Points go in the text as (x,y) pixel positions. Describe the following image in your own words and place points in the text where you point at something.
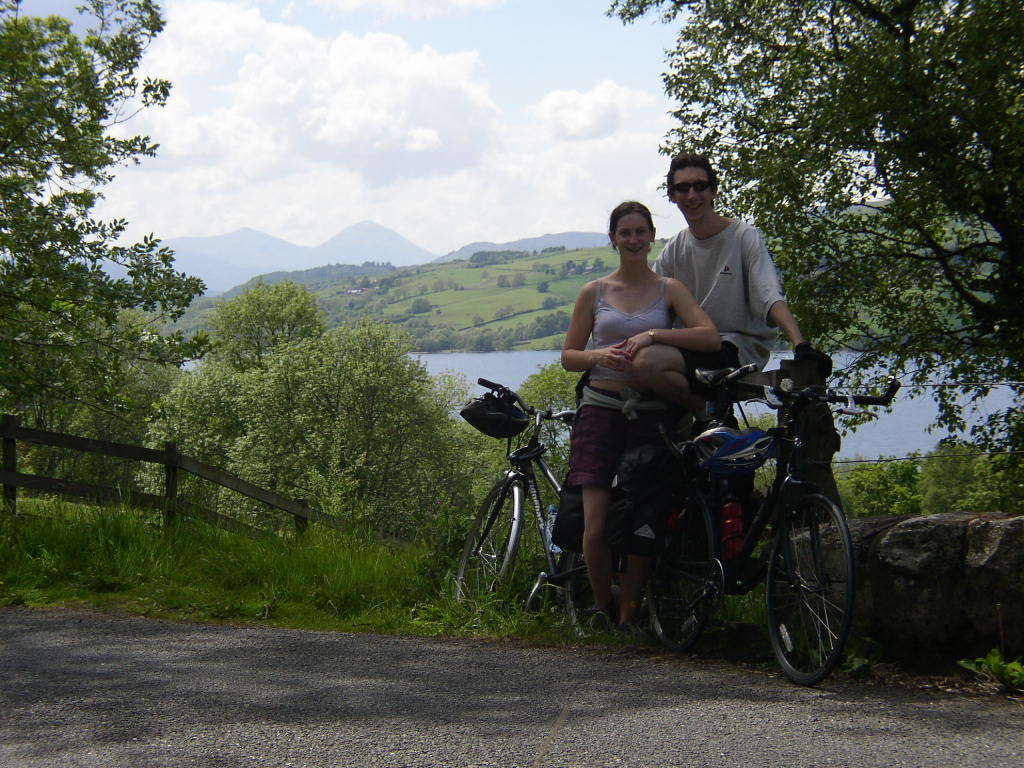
Sky (428,96) is cloudy. Far there are number of trees (865,284). This 2 persons (697,306) are standing. In between of this 2 persons (713,261) there are 2 bicycles (705,512). Helmet (741,433) is on bicycle (539,416). This is a freshwater river (900,397). Far there are mountains (499,289).
